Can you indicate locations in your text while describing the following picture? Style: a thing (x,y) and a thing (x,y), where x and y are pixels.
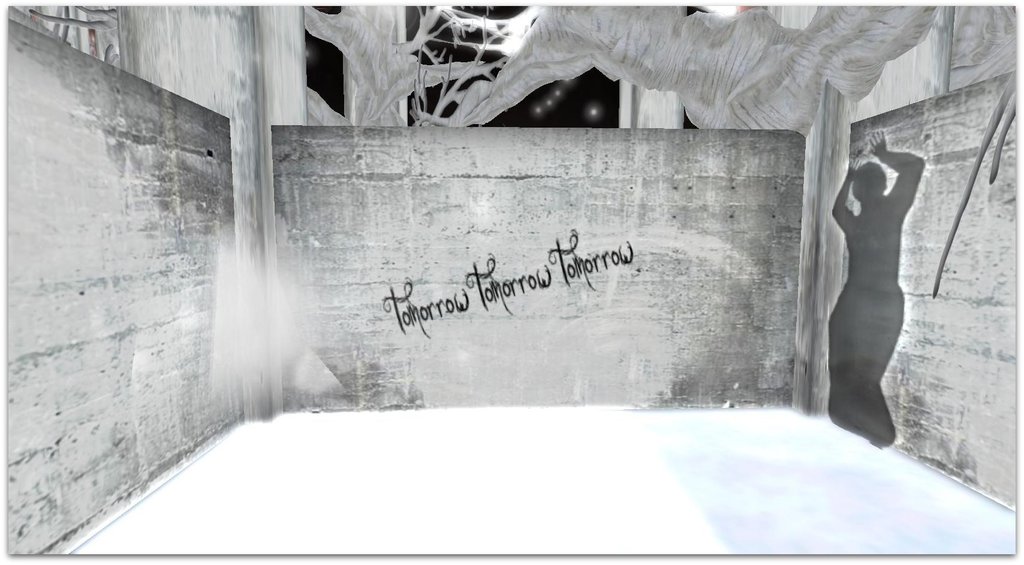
This picture is an edited picture. In this picture there is a text (542,287) on the concrete wall (746,280). On the right side of the image (884,240) there is a picture (838,301) of a woman (835,390). At the back (661,44) there is a tree (421,40) and there are lights (536,108).
